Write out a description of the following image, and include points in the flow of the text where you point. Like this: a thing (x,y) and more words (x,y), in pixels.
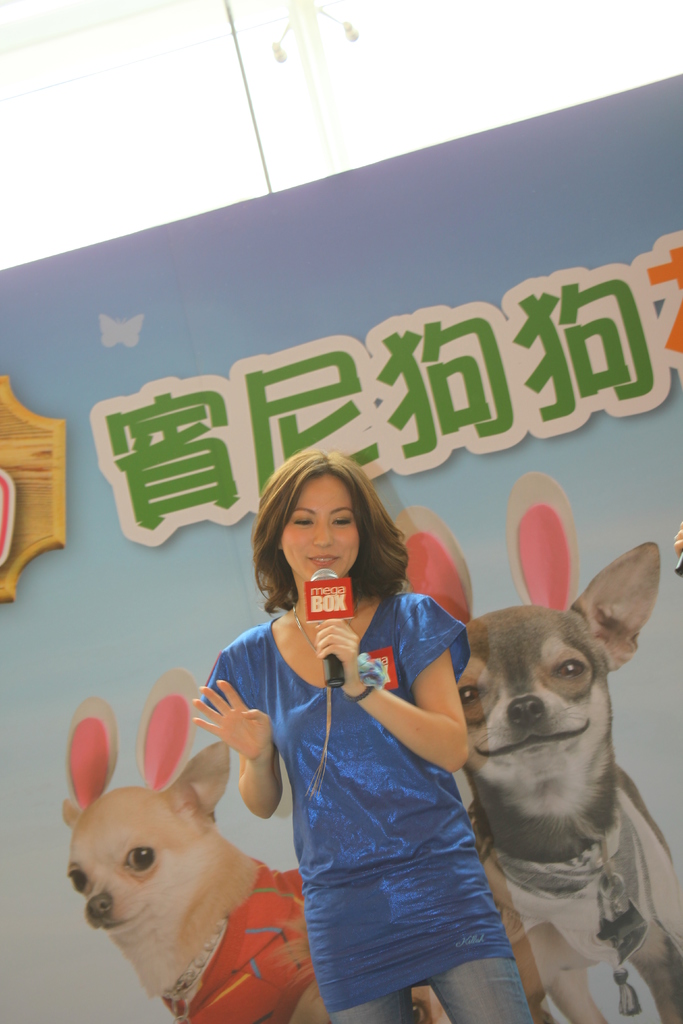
The woman (277,729) in the middle of the picture (337,615) wearing blue dress (384,816) is holding a microphone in her hand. She is smiling. Behind her, we see a board (252,577) in blue color with text (431,345) written in different language. At the top of the picture (308,29), we see a pole (308,41).
